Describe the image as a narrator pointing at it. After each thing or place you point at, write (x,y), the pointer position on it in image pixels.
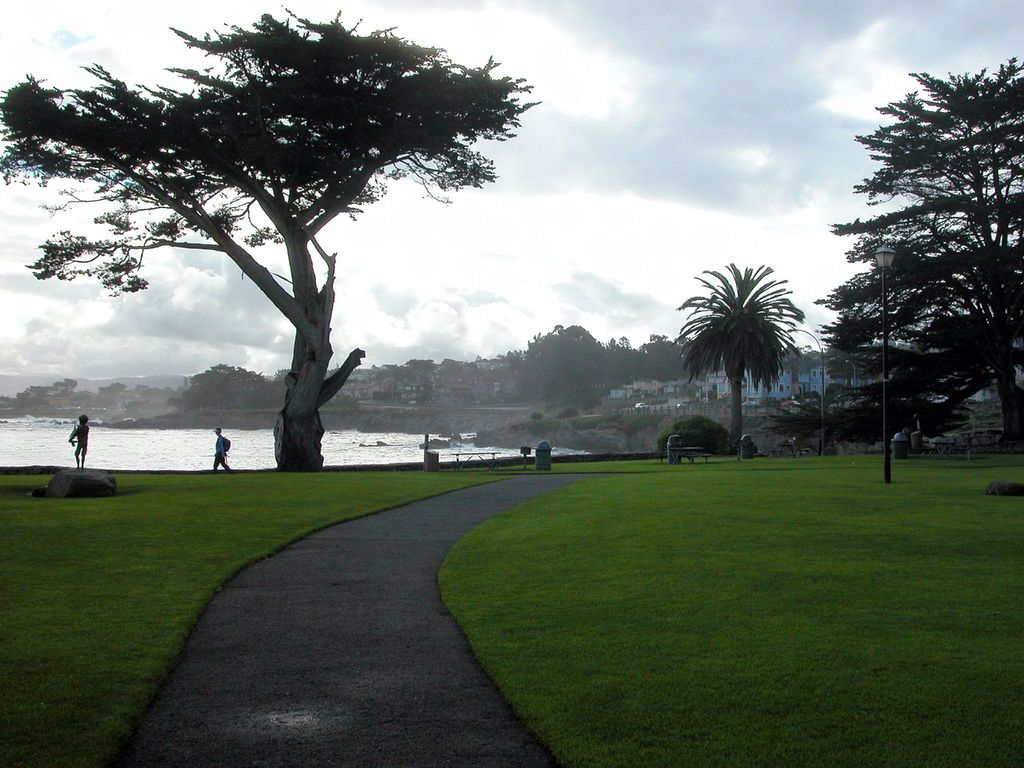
In this image in the front (604,586) there's grass (572,652) on the ground (355,600). In the background (732,422) there are trees (907,410), buildings (450,393), persons (219,440) and there is water (202,440), there are bins (907,456) and the sky (561,147) is cloudy.
